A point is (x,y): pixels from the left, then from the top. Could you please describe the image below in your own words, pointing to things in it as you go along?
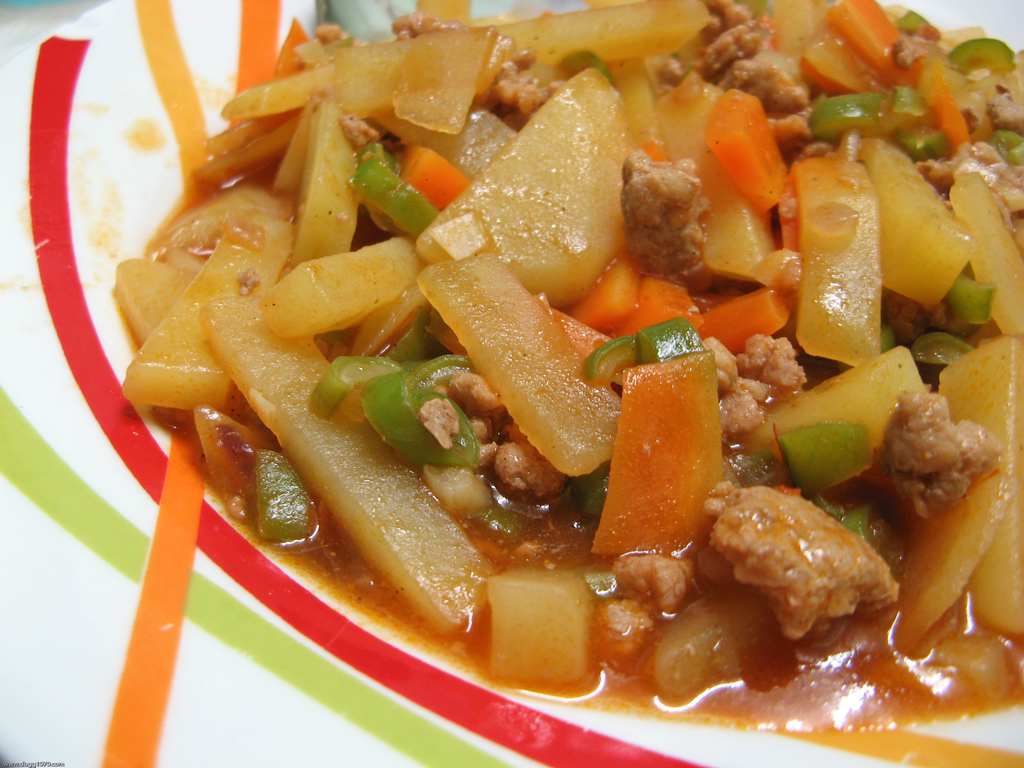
In this picture we can see food (443,341) in a plate (161,462).
